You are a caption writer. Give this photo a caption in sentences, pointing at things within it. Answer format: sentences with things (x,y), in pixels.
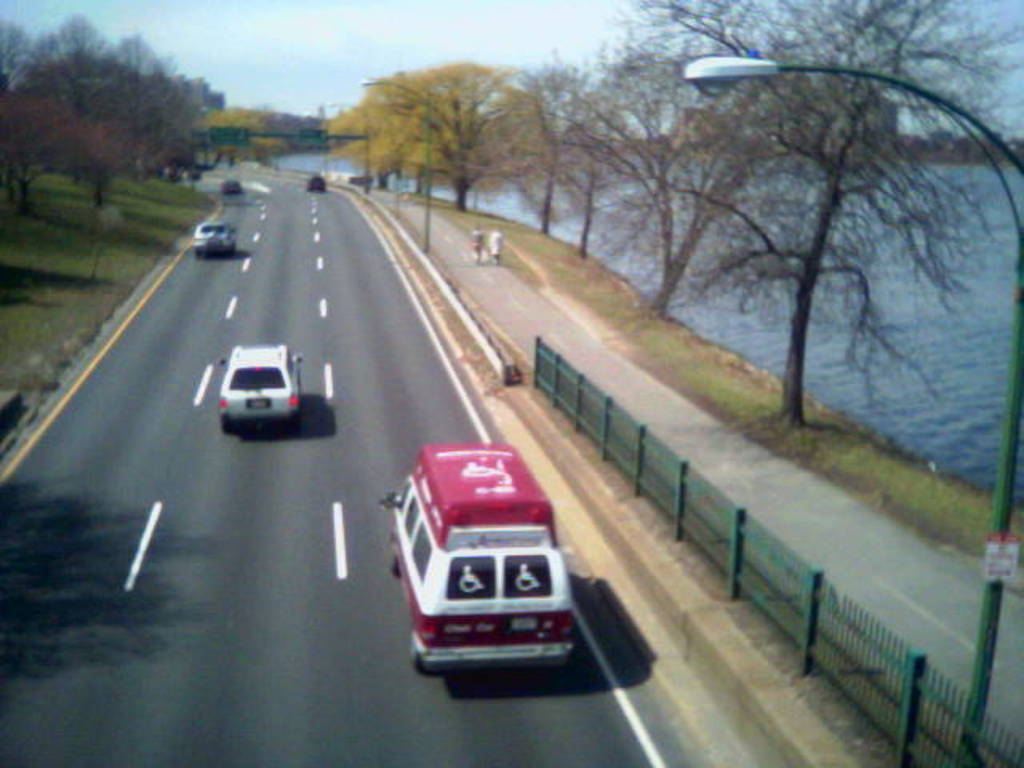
In this picture, we see cars (485,648) moving on the road (496,682). Beside that, we see an iron railing (745,555). On either side of the road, there are trees (531,168) and on the right corner of the picture (989,675), we see a street light (983,690). We even see water (859,306) and this might be a lake (863,263). At the top of the picture (470,32), we see the sky (223,19). We see two people (473,254) walking on the sidewalk (487,296).
